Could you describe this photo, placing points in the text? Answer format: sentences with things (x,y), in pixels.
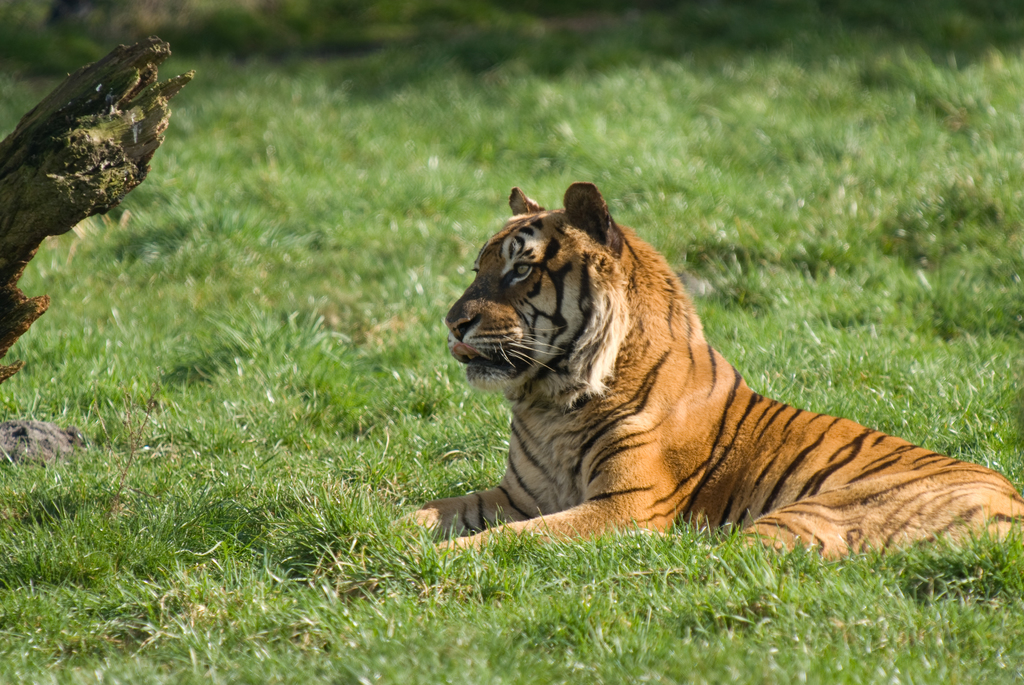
In this picture we can see a tiger (648,272) sitting on the grass (453,385) and looking somewhere.
